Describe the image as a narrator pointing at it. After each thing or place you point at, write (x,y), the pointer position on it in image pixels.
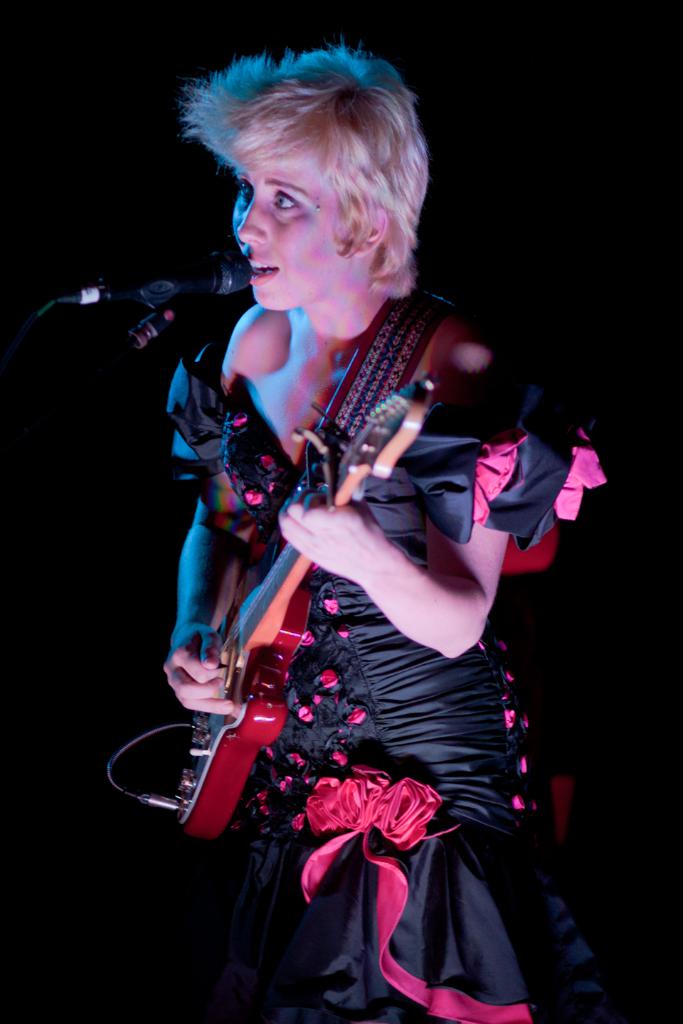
In this image I see a woman (278,283) who is standing in front of a mic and she is holding a guitar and she is wearing a black and pink dress (353,689) and it is dark in the background (31,732).
